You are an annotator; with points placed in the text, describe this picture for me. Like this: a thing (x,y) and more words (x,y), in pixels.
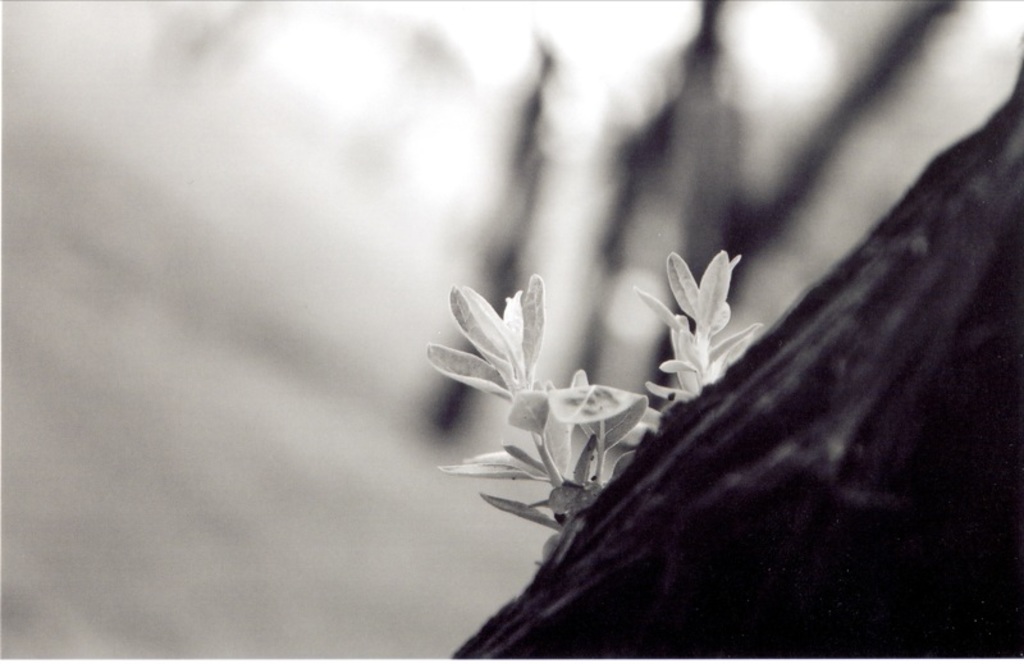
In this picture we can see leaves (586,396) of a plant (519,414), there is a blurry background (256,164).
